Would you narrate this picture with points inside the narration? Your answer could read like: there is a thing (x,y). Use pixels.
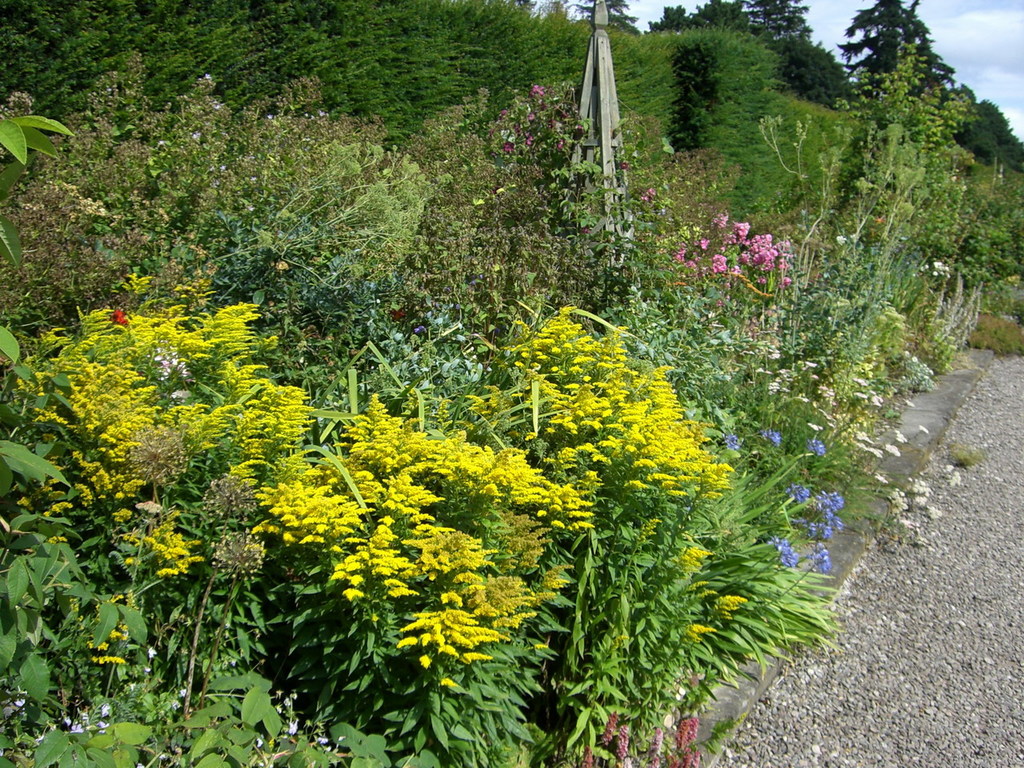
In the left side (251,188) these are the plants (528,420), in the middle (566,333) there are few flower plants (737,280).
